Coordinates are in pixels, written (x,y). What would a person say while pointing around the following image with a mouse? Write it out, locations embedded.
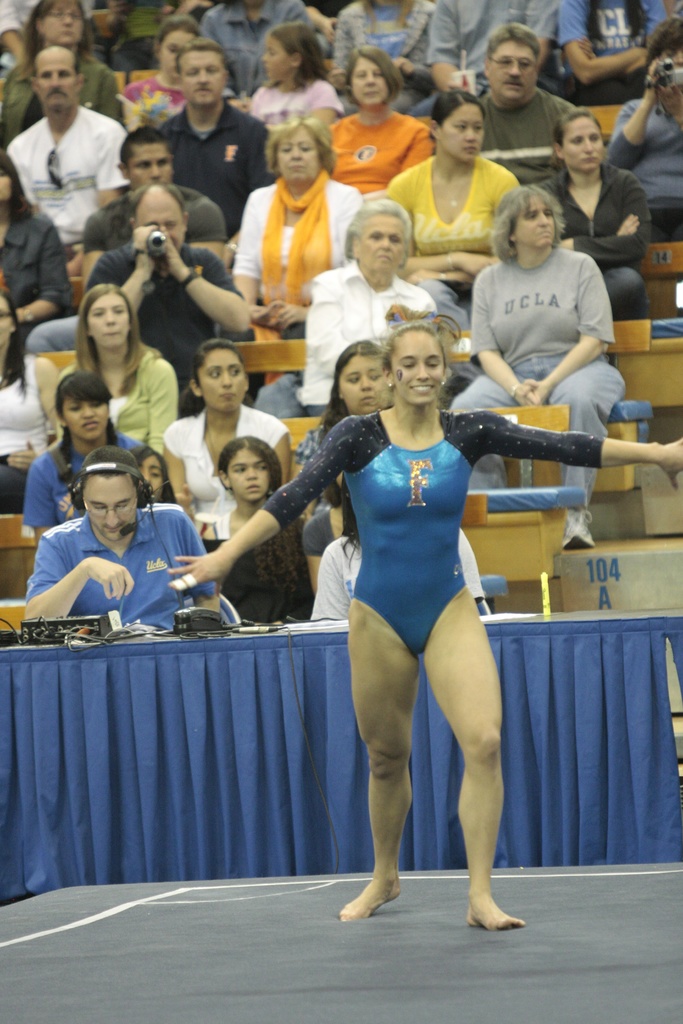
In this image there is a lady (383,561) dancing with a smile in her face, behind them there are a few spectators (102,406) sitting in their seats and there is a person (136,602) wearing the headset (121,535) on his head (114,530), in front of him there is a table (292,639) with some objects (215,620) on it.
